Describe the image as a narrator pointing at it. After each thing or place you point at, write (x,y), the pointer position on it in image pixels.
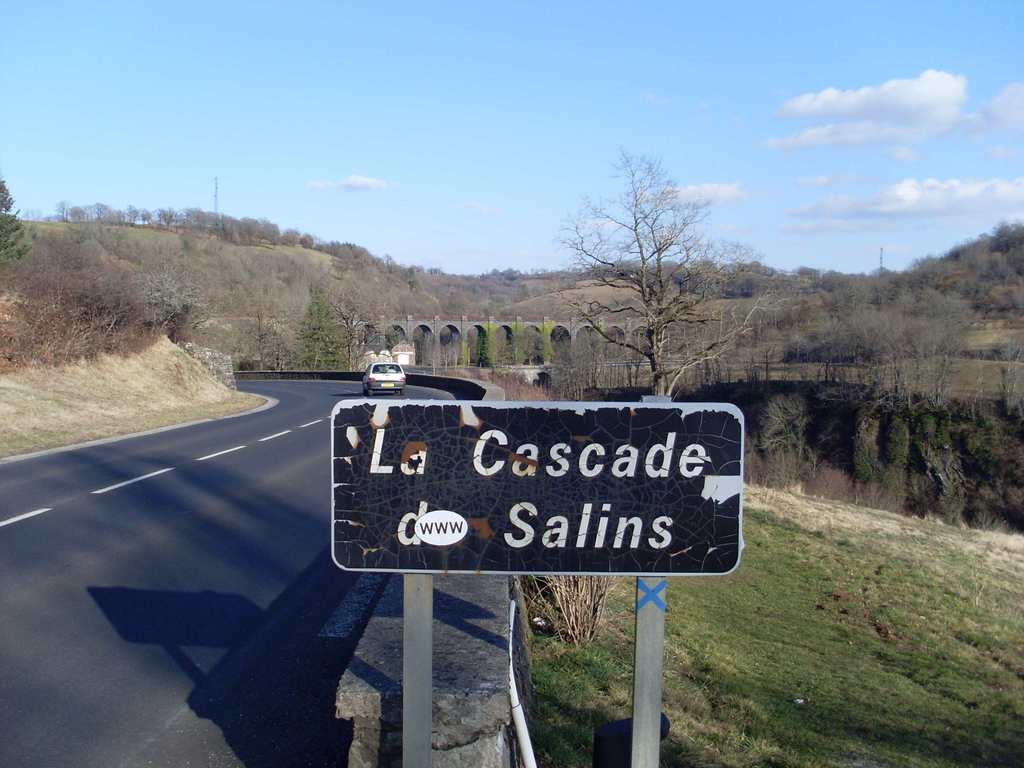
In this image I can see a black colour board (480,511) in the front (560,511) and on it I can see something is written. In the background (123,487) I can see a road (325,391) and on it I can see a car (392,364). I can also see number of trees (578,362), grass (963,668), clouds (825,99) and the sky (589,200) in the background (588,221).
